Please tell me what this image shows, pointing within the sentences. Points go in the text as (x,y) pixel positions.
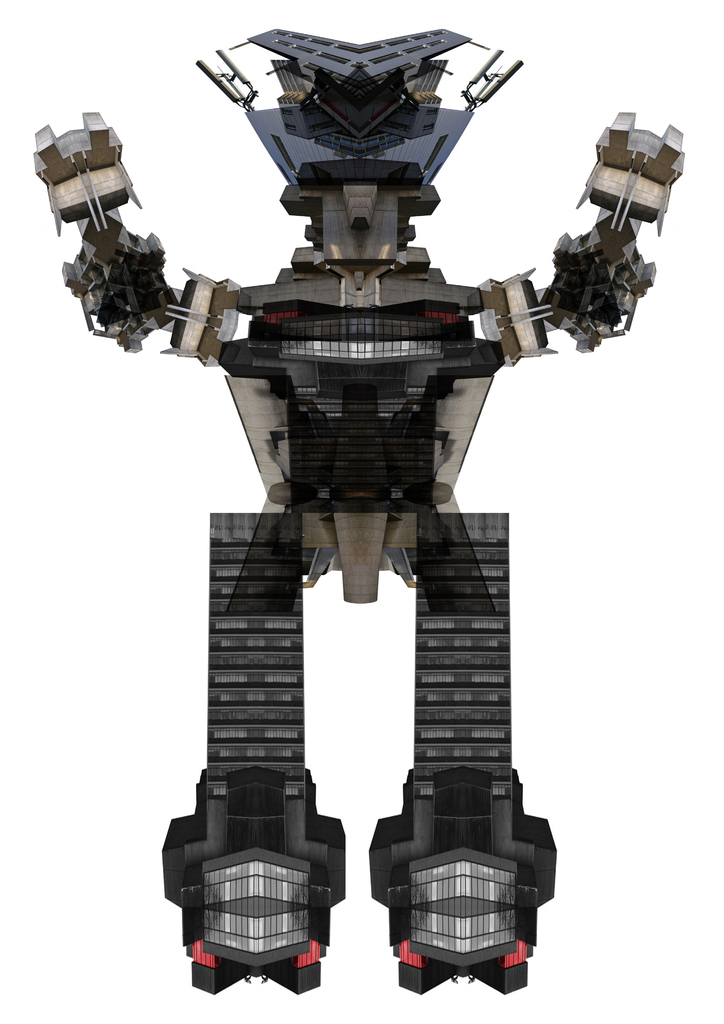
In this image we can see a robot (297,482).
